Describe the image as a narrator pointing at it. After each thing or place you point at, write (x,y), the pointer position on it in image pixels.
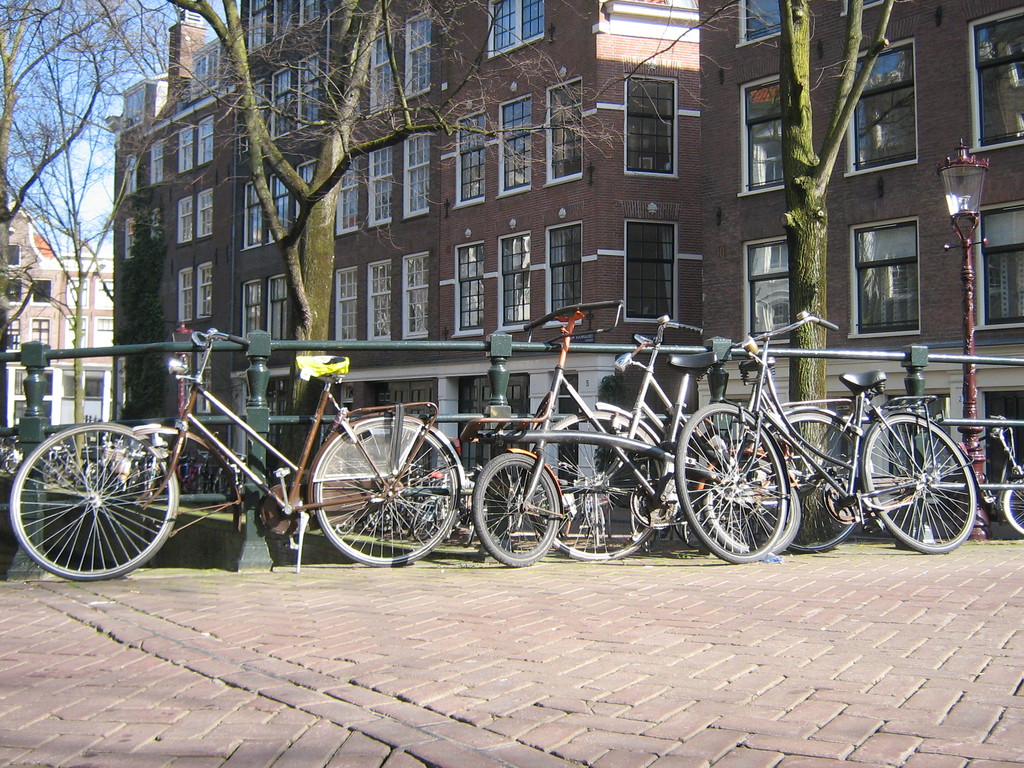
In this image there are bicycles (546,483) and we can see a railing (33,397). In the background (295,394) there are trees (292,246), buildings (166,216) and sky (52,100).
